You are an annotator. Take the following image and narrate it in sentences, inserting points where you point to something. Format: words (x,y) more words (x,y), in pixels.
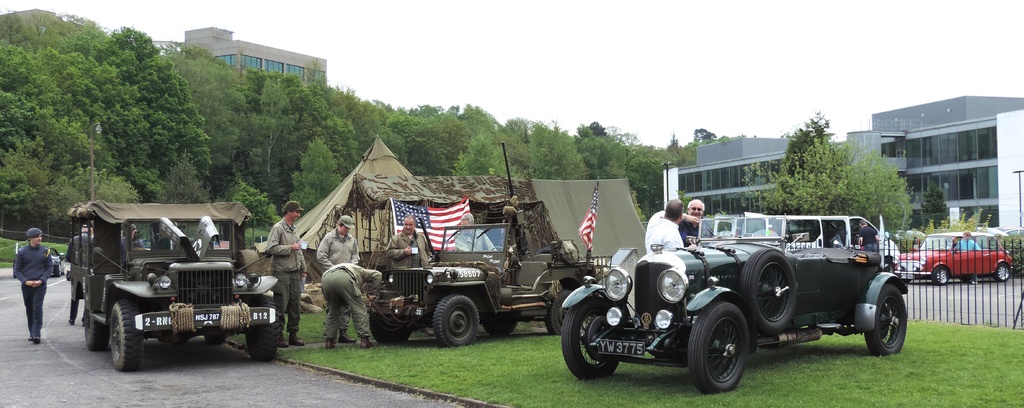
In the foreground (334,243), I can see vehicles (554,281), tents (615,219), fence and a group of people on grass (546,346). In the background (711,196), I can see flags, buildings (724,209), trees (498,140) and the sky (570,121). This image is taken, maybe during a day.
